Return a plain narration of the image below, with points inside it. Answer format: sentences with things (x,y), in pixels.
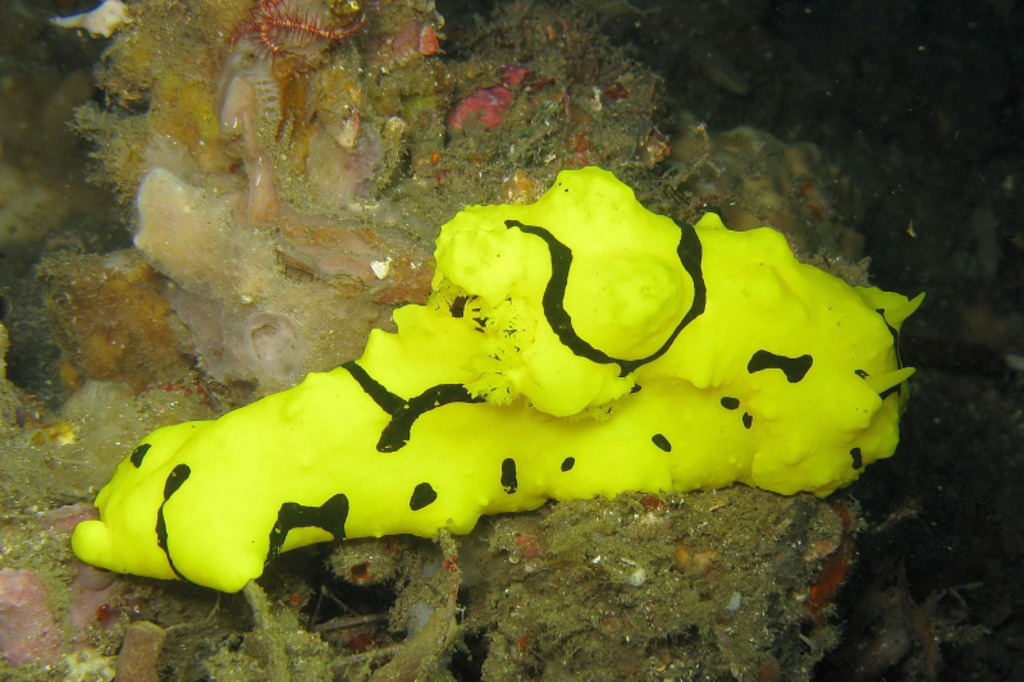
In this image in the center (623,339) there is an animal (480,343), and in the background (378,182) there are some water plants (416,163) and at the bottom (504,553) also there are some water plants (658,538).
